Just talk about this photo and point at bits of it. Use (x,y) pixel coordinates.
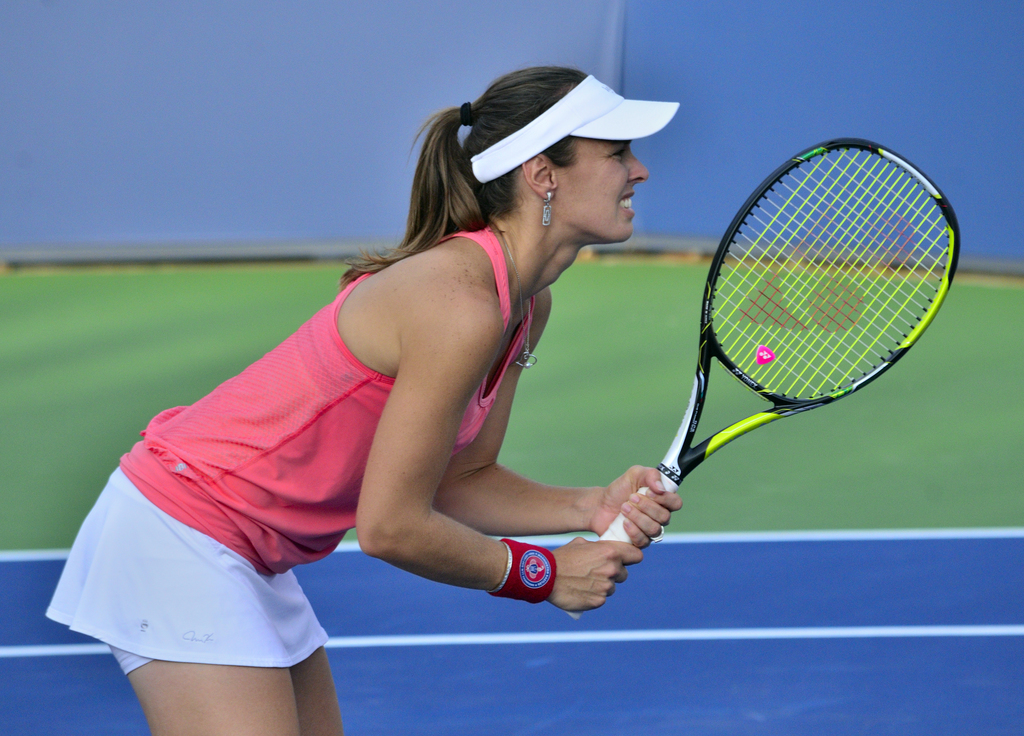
This person (569,77) standing and holding bat (789,411). On the background (322,90) we can see wall (365,87).
